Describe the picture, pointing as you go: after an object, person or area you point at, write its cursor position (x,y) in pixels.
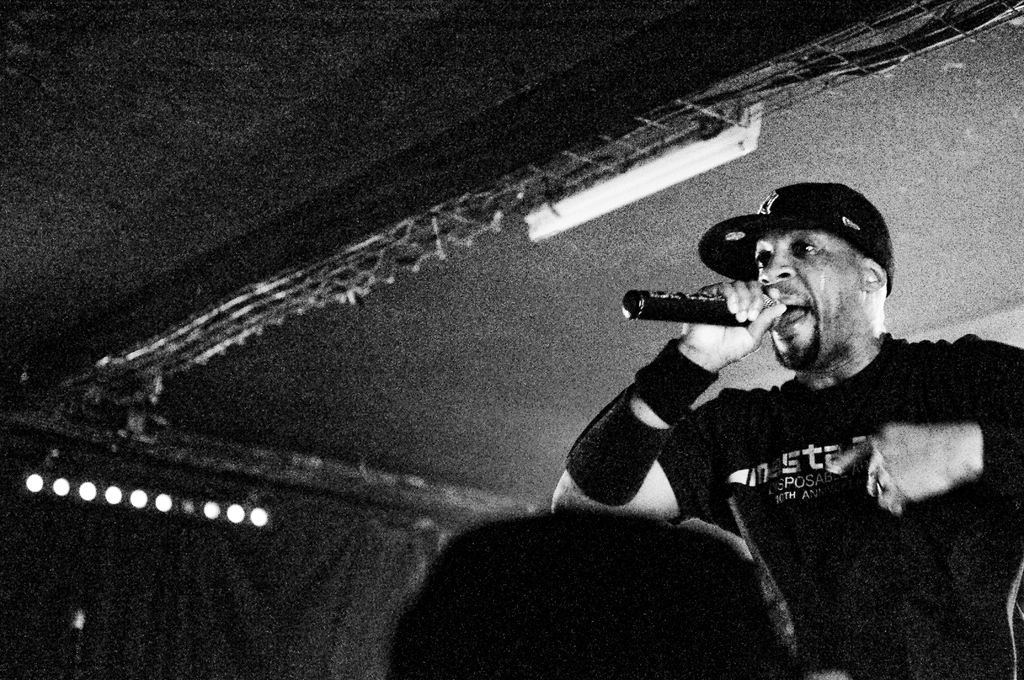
In this picture we can see a man (816,416) is singing with the help of microphone (686,300), in the background (31,484) we can see metal rod (278,299) and some lights (85,489).
